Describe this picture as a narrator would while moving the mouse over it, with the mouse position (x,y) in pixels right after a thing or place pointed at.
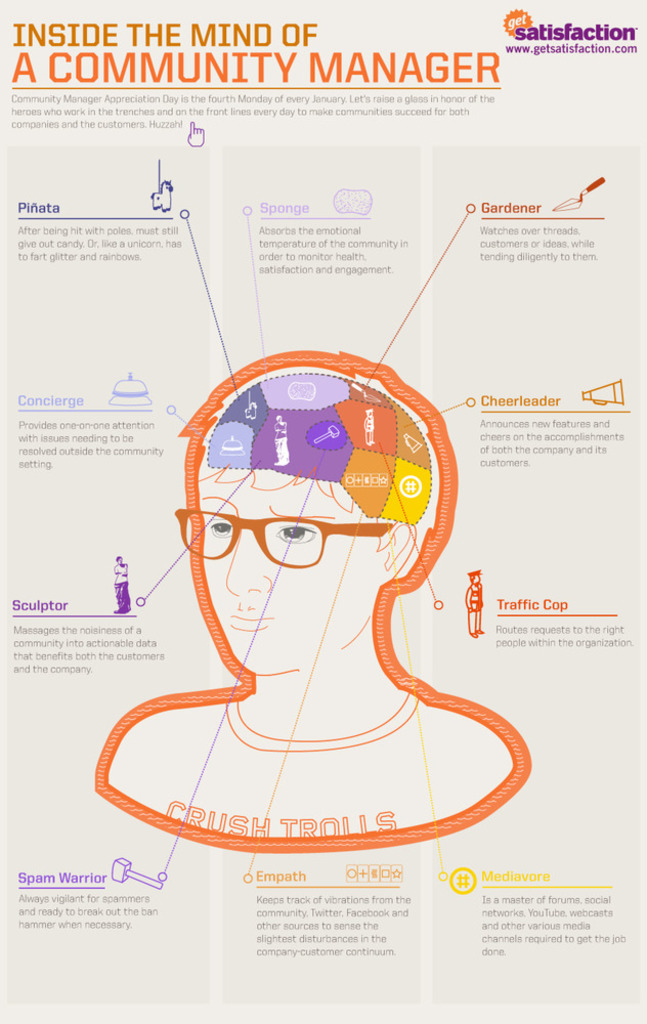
In this picture we can see a poster (512,31) where it is explaining about the mind, different parts of our mind and here in the poster (134,447) the man (141,789) wore spectacles (280,541).
